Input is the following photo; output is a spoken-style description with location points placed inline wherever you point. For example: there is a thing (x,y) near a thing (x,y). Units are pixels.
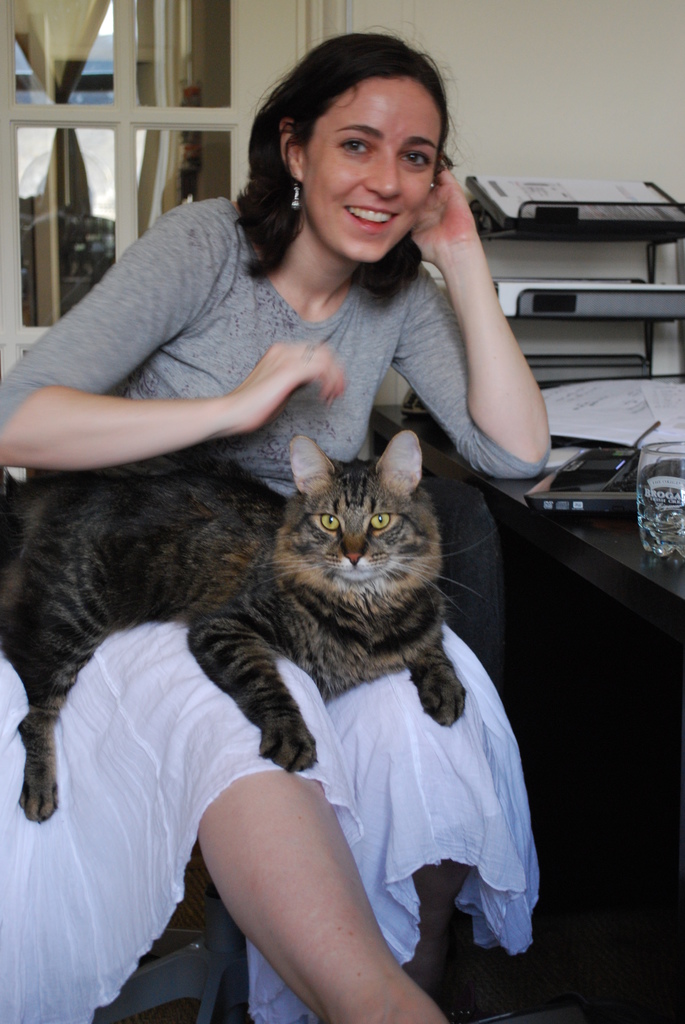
In this picture there is a woman (259,326) sitting and smiling and there is a cat (259,597) sitting on the woman (256,318). On the right side of the image (648,516) there are papers (617,408) and there is a device (595,453) and glass (661,462) on the table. At the back (500,200) there are objects (602,185) in the stand (584,237) and there is a window (207,152) and there is a curtain (32,67) and wall (487,123). At the bottom (193,919) there is a mat (193,910).
